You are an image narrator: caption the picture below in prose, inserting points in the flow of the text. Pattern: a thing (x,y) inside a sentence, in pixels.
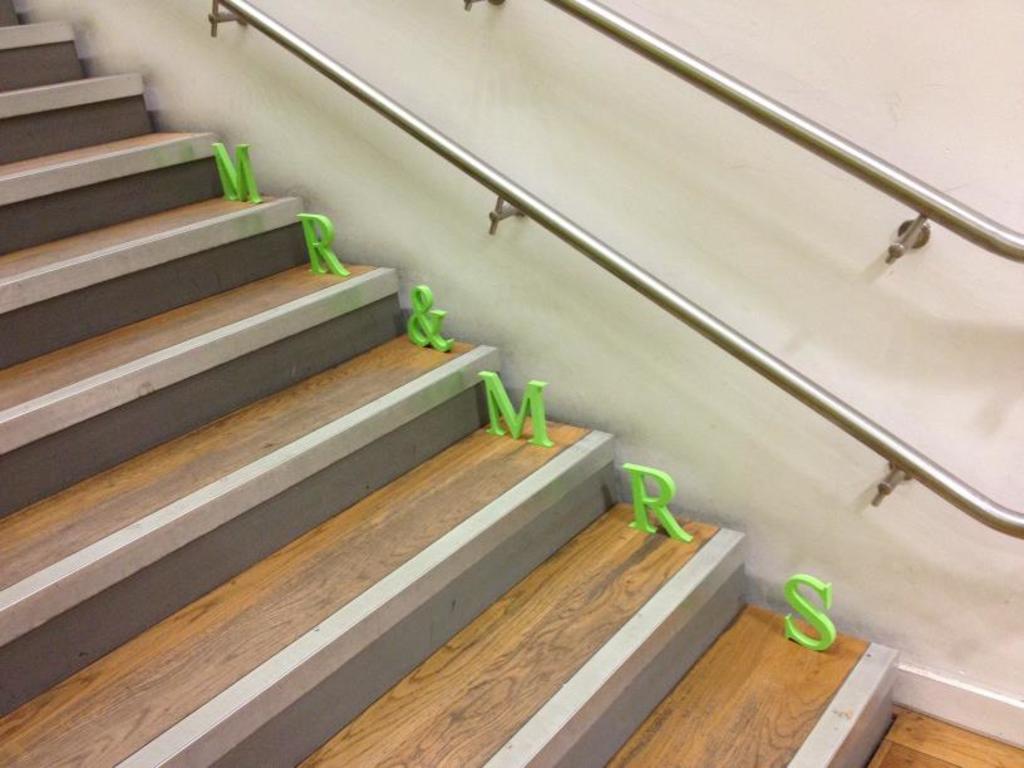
Here we can see staircase (310,521), alphabets (219,162), and rods (786,114). In the background (792,190) there is a wall (472,26).
